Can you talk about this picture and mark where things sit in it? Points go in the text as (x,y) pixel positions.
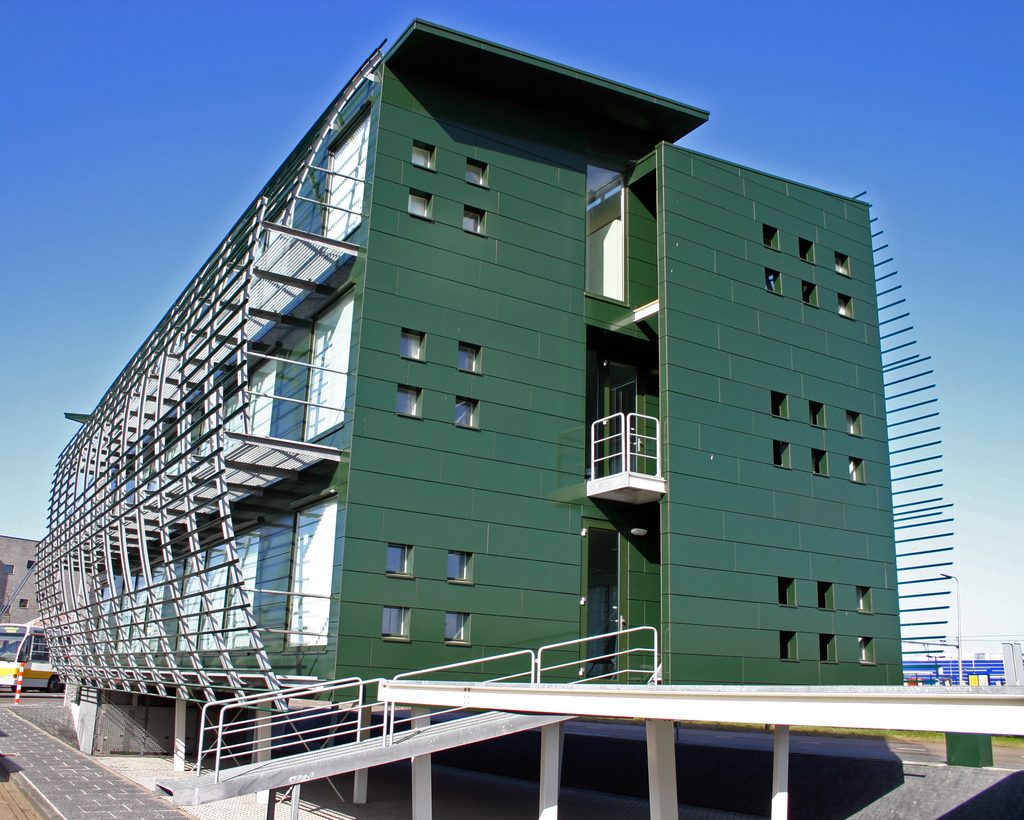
In this picture I can observe a building (255,424) which is in green color. In front of the building (185,709) there is a road (62,749). In the background (162,175) I can observe sky (357,63).
